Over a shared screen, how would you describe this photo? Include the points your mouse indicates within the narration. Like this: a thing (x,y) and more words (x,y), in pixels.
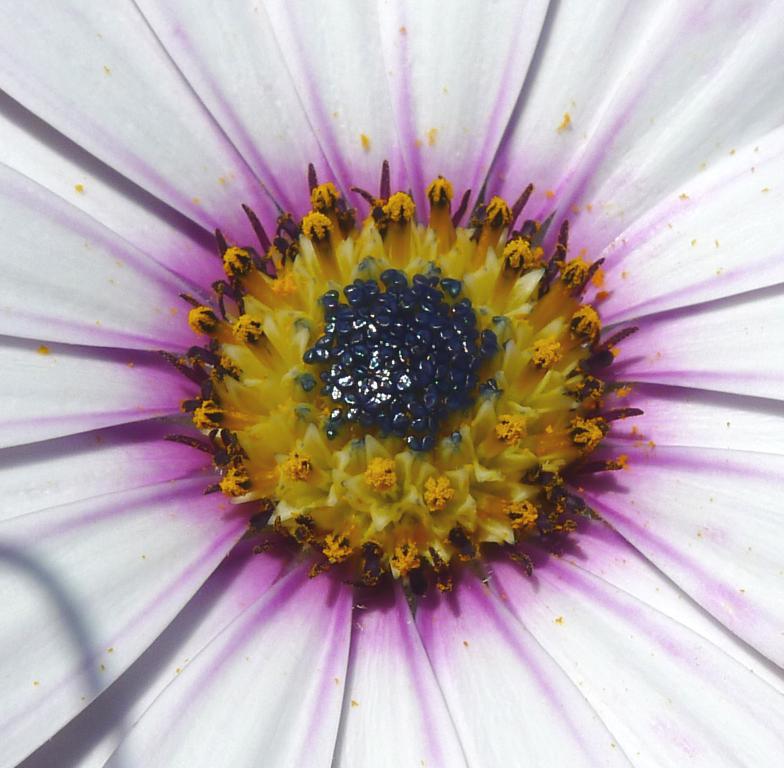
In the image we can see a flower (312,23).
